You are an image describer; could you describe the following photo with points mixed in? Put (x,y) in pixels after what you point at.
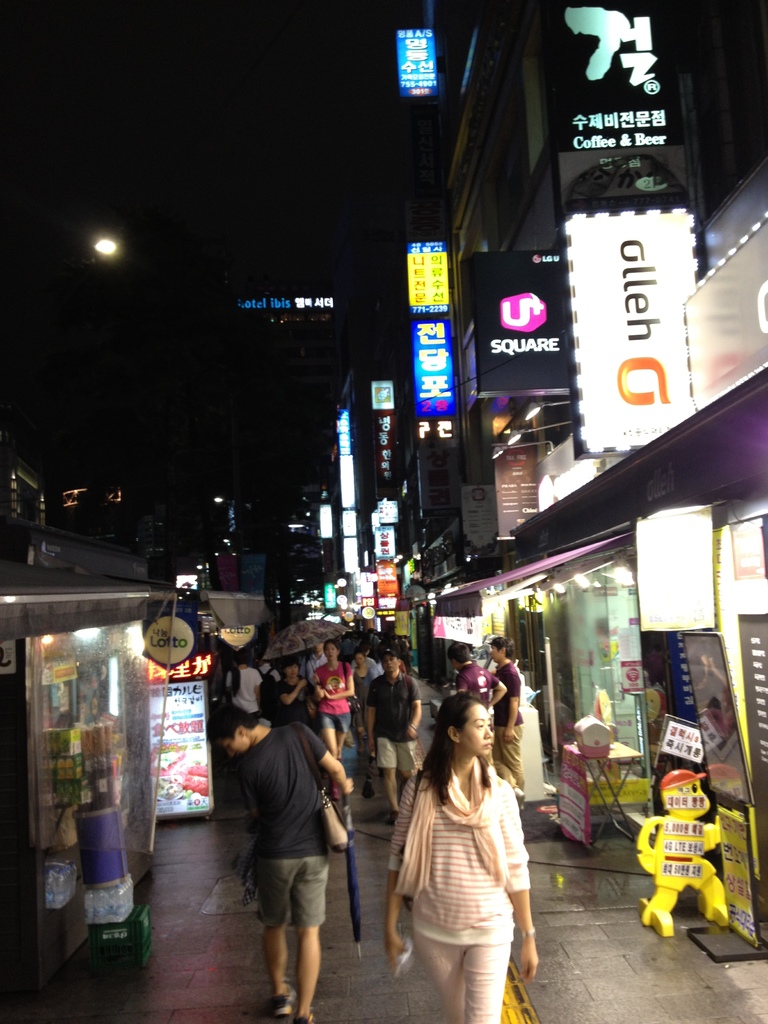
In this image we can see a street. There are many people (332,693) walking. Few are holding umbrellas (350,865). On the sides there are shops (658,712). Also there are banners (392,549) with shops (516,542). There are lights (391,619). In the background (283,249) it is dark.
